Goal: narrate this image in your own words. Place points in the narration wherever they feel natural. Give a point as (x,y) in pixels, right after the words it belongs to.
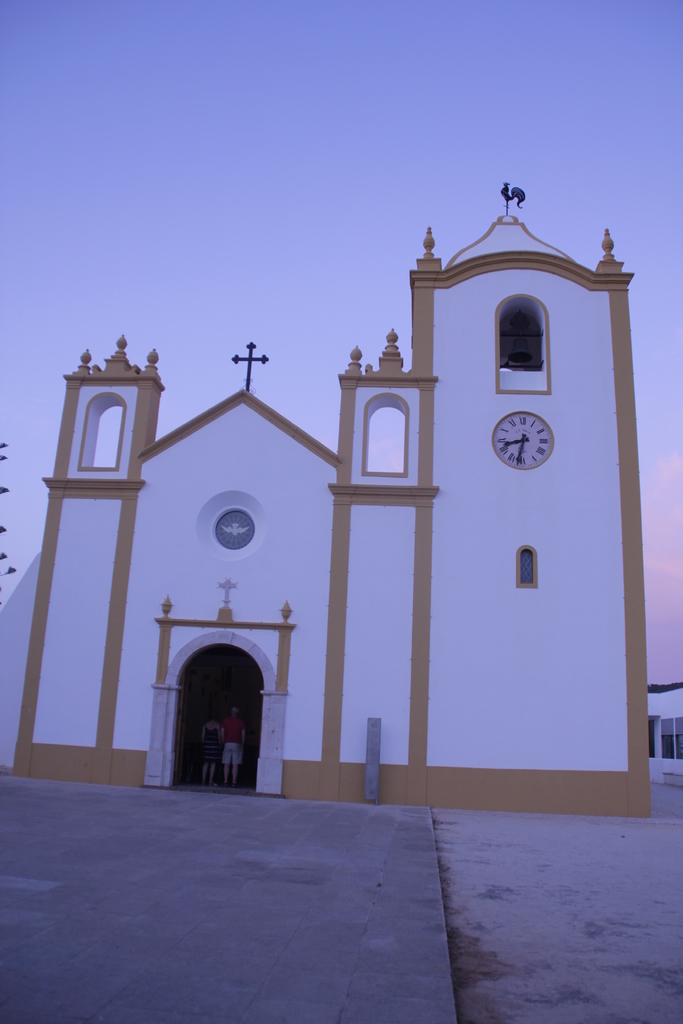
In the foreground of this image (198,659), it seems like a church (453,618) in the middle (444,528). At the bottom (325,945), there is pavement (447,931). On the right (668,744), there is wall (663,709) and a window (675,739). At the top (291,73), there is the sky (268,76).
